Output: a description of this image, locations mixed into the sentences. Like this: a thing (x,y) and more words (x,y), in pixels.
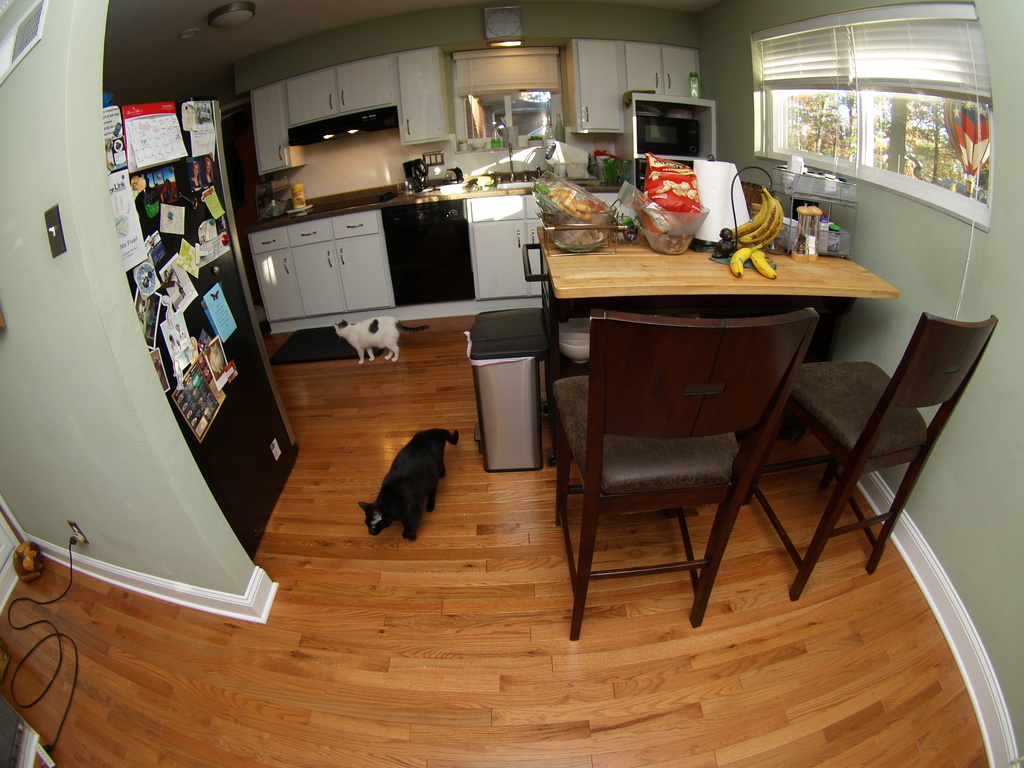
In this image we can see the inner view of a kitchen (618,342). In the kitchen (199,309) there are refrigerator (158,222) and some papers (157,114) stacked on it, sink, cupboards (278,114), chimney (338,125), microwave oven (652,139), table (621,250) with some objects (717,210) on it, chairs (603,352), bins (494,368), door mat (306,346) and cats (388,519) on the floor (395,563).
